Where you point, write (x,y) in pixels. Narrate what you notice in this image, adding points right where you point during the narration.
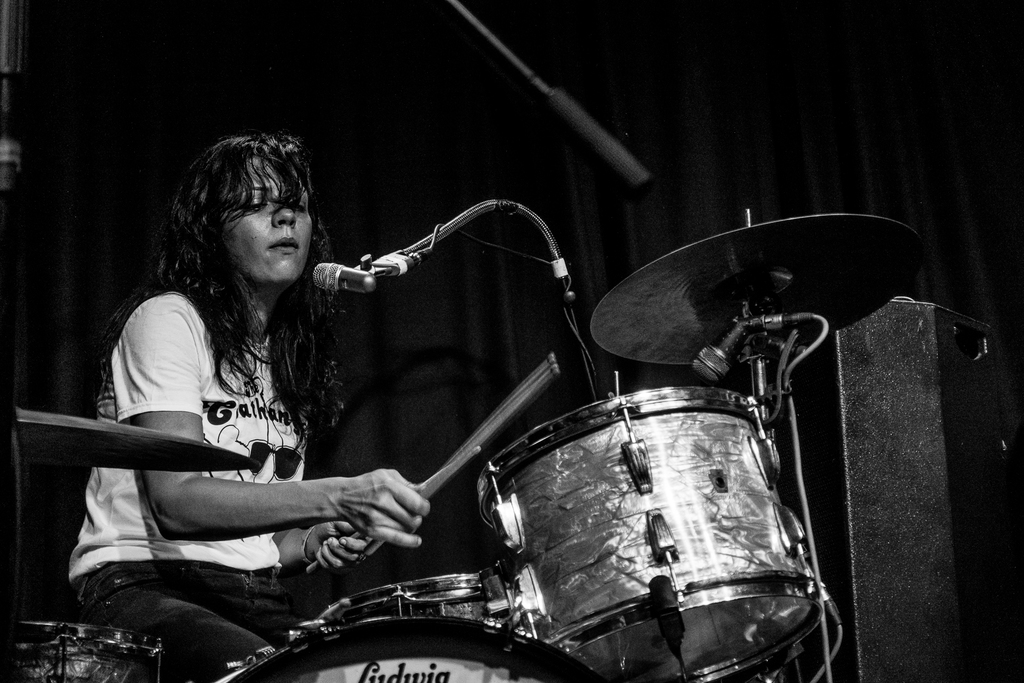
Bottom right side of the image (717,615) there are some drums (297,659) and microphone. Bottom left side of the image (228,599) a woman (263,583) is sitting and holding drum sticks (557,357). Behind her there is a curtain (616,190).
